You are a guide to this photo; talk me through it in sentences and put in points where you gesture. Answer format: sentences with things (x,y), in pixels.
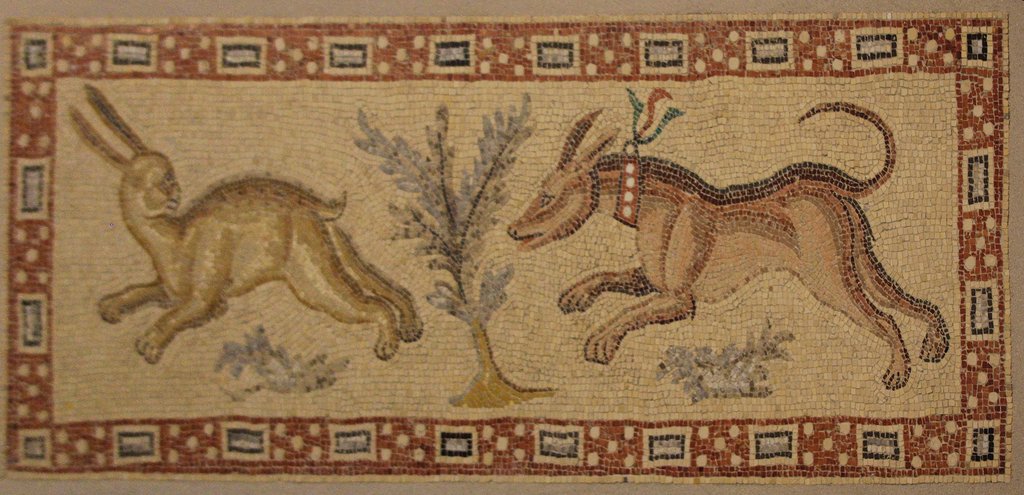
This image we can see a mosaic (289,235). On the mosaic (578,228) there are two animals (673,259) and three plants (492,398).
